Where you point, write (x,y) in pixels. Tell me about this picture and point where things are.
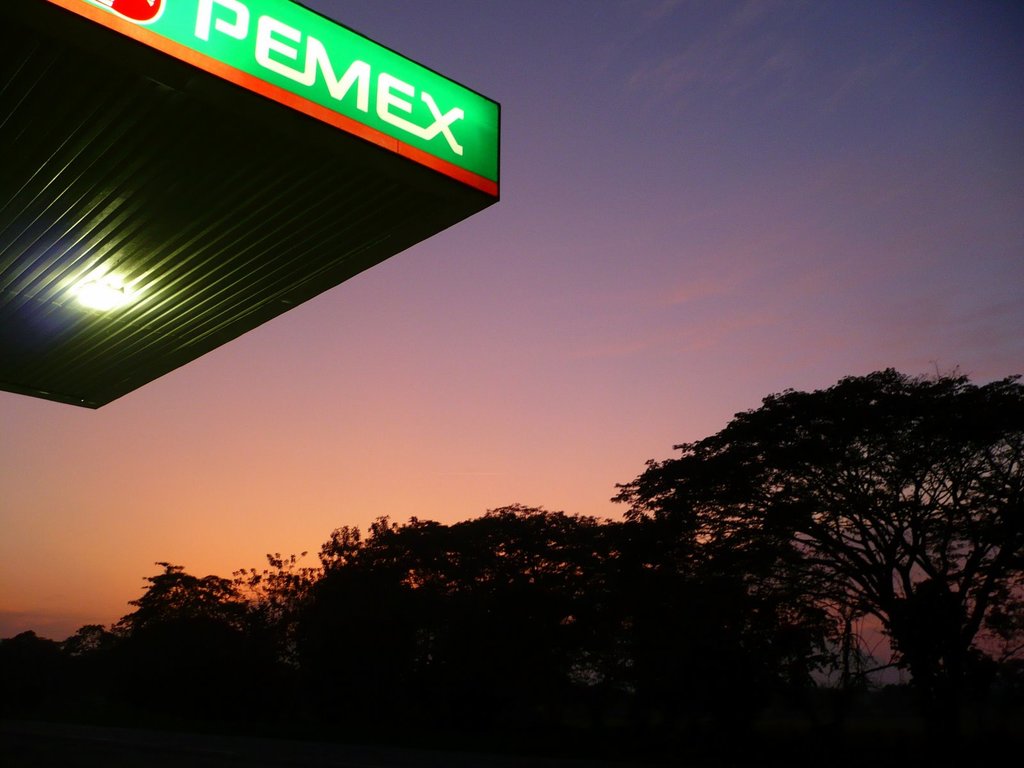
In the background of the image (345,550) there are trees (290,633). There is sky (412,330). To the left side of the image (104,400) there is ceiling (19,385) with lights (115,297).
